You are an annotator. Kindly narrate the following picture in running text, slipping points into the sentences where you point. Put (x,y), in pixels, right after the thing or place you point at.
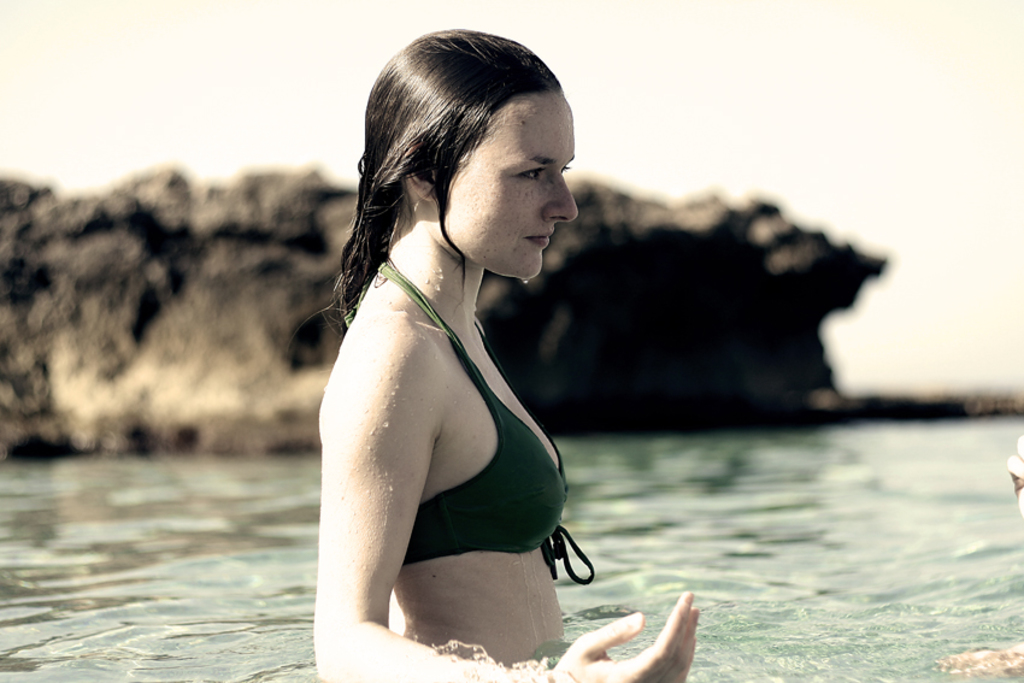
In this image there is a lady (444,109) in the water (648,479), in the background (3,242) there is a stone (807,233) and it is blurred.
